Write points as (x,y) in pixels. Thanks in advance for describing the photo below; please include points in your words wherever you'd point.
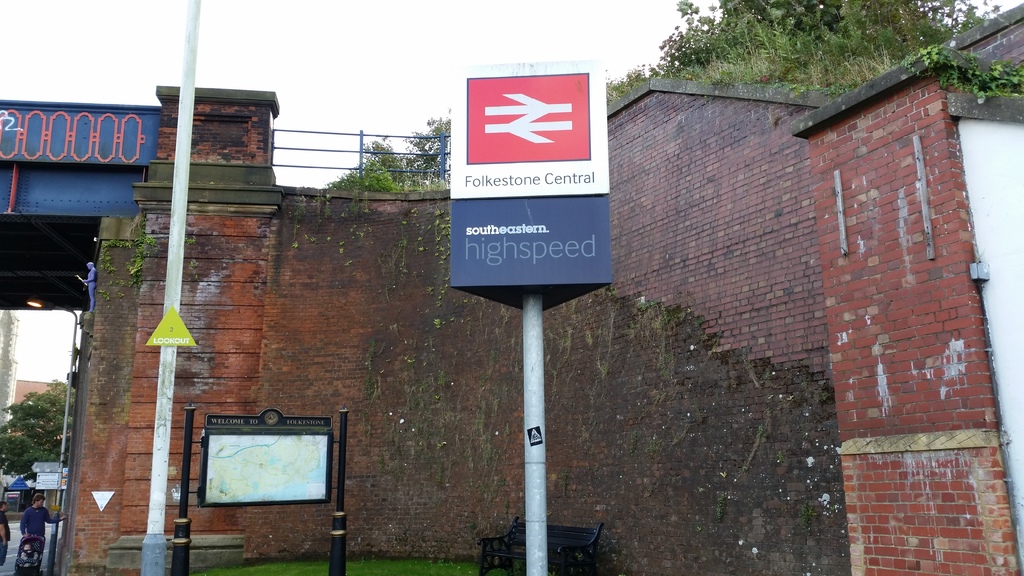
In this image we can see big walls (198,526), one statue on a wall (183,394), one bench (576,549), trees (49,398), plants (1005,84) and some grass (861,55). Two persons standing on the road (19,521) and one baby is there. Some boards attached to the wall (93,575), one streetlight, two poles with map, two poles (171,385) with boards (54,482) and some poles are there. At the top (341,72) there is the sky (38,362).
